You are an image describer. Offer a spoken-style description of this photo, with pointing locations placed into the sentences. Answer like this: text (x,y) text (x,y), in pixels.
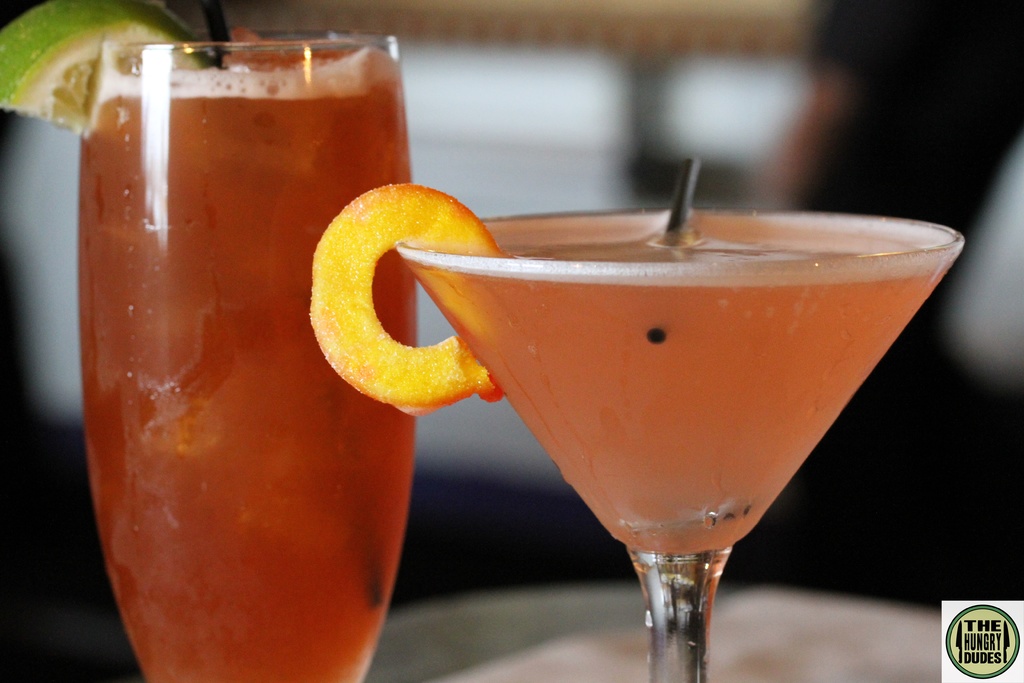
Here in this picture we can see two different glasses (297,251) which are filled with cool drinks (268,281) present on the table (573,626) over there.
